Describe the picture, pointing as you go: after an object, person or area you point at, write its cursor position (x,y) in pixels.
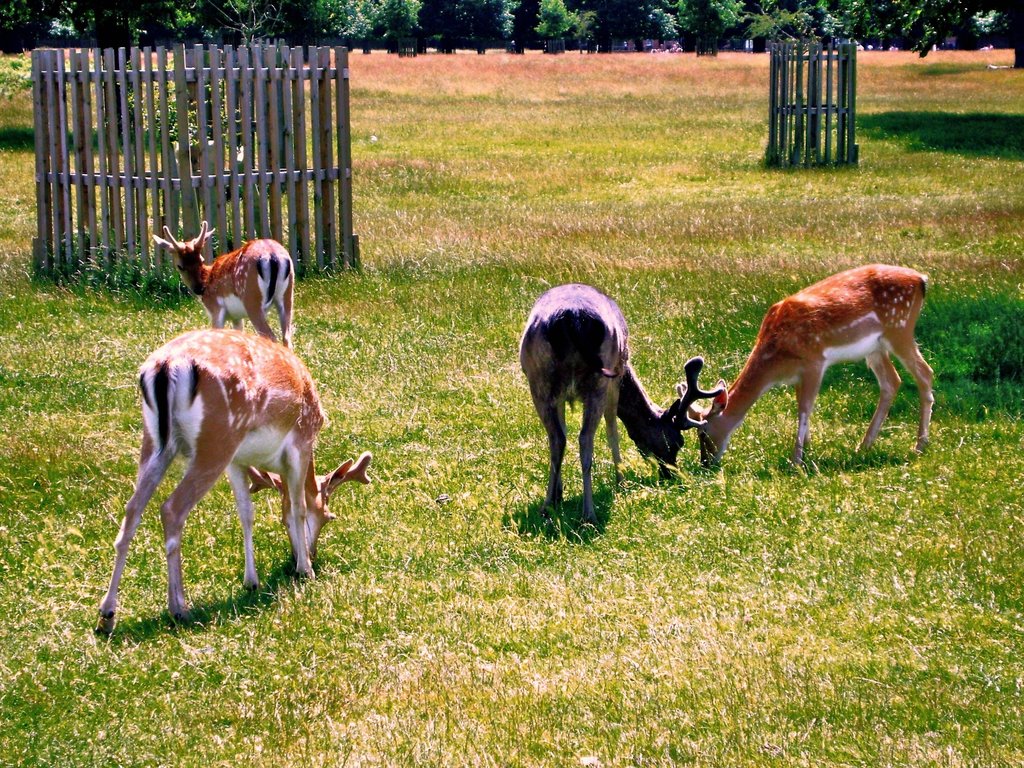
In this image, we can see animals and in the background (316,8), there are fences (184,104) and we can see trees (853,17). At the bottom (400,604), there is ground (415,635), covered with grass (434,669).
